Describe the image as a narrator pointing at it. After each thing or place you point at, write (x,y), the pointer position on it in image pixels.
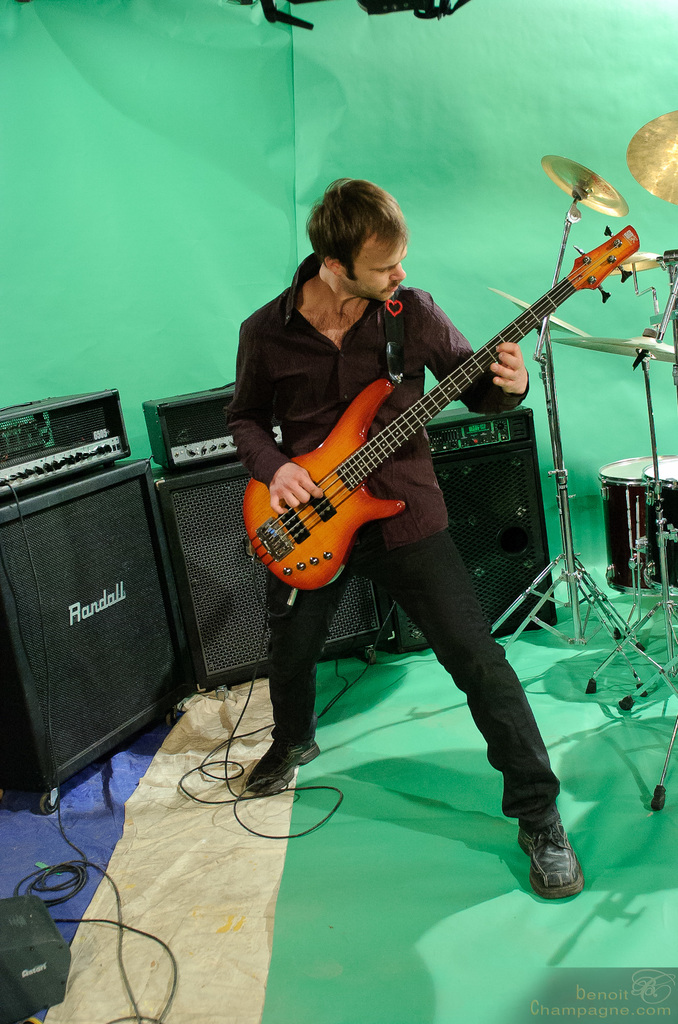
In this image we can see a man (288,480) standing while holding a guitar (343,490) in his hands (293,492) and playing it. In the background (161,566) we can see speakers (99,569), drums (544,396) and a green mat (416,220).
